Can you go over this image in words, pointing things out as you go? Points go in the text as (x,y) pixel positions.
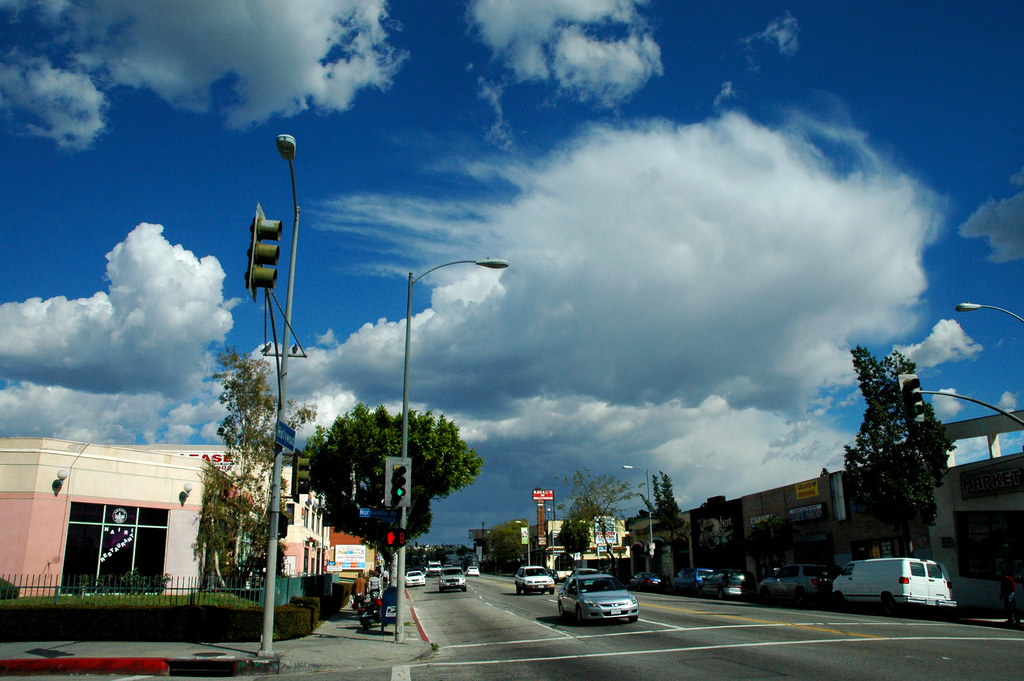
In this picture I can see the building (951,473), poles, street lights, traffic signals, boards (605,522) and road (500,643). On the road (539,635) I can see the cars (582,607), van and vehicles (582,617). On the left (299,604) I can see the plants (227,611) and fencing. At the top (644,137) I can see the sky (86,208) and clouds (566,167).
